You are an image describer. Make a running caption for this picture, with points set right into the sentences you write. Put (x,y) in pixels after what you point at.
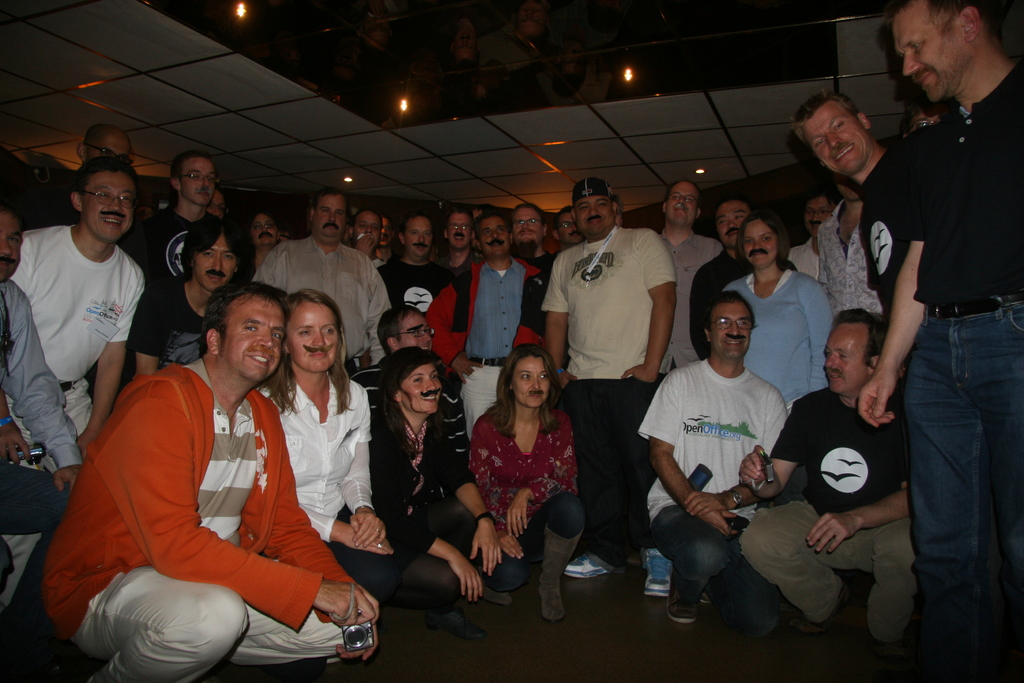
In this image I can see number of persons (420,279) are standing and few persons (845,361) are sitting on the floor (490,629) and I can see a person (196,472) wearing orange colored jacket (150,472) is holding a camera (362,633) in his hand (340,609). In the background (447,146) I can see the ceiling (460,149) and few lights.
